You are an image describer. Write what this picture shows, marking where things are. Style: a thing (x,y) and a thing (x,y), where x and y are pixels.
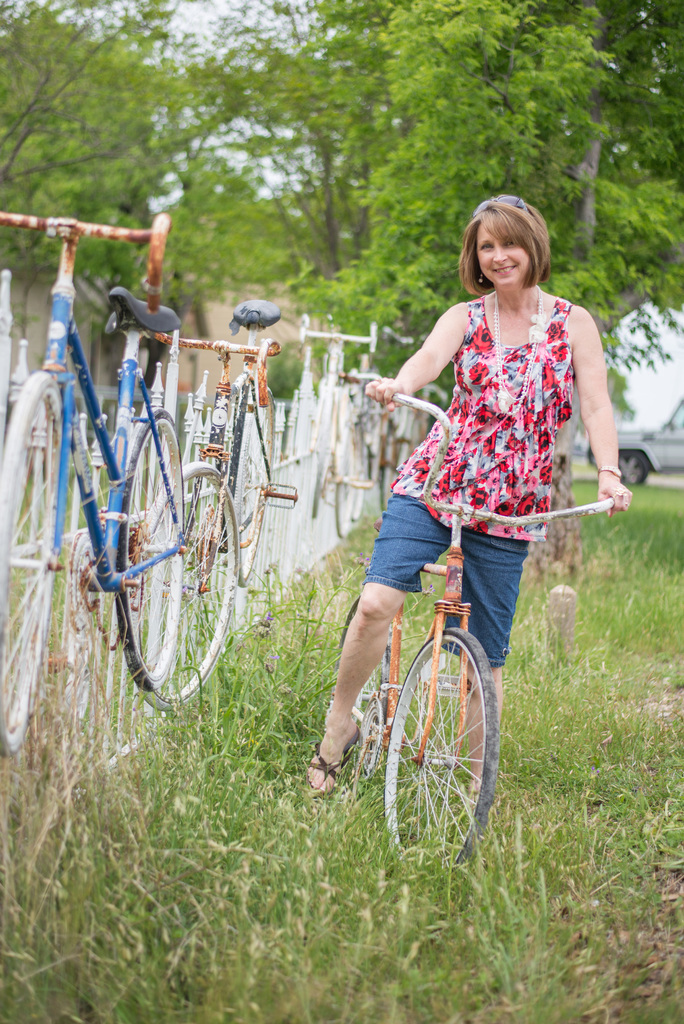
This picture is clicked outside the city. Woman (481,344) in pink and red top (486,438) is riding bicycle (462,680) and she is smiling. Beside her, we see many bicycles (224,549). In front of the picture, we see grass (232,916) and on background (258,160), we see trees (407,184) and car (671,464) is moving on the road (656,479).
